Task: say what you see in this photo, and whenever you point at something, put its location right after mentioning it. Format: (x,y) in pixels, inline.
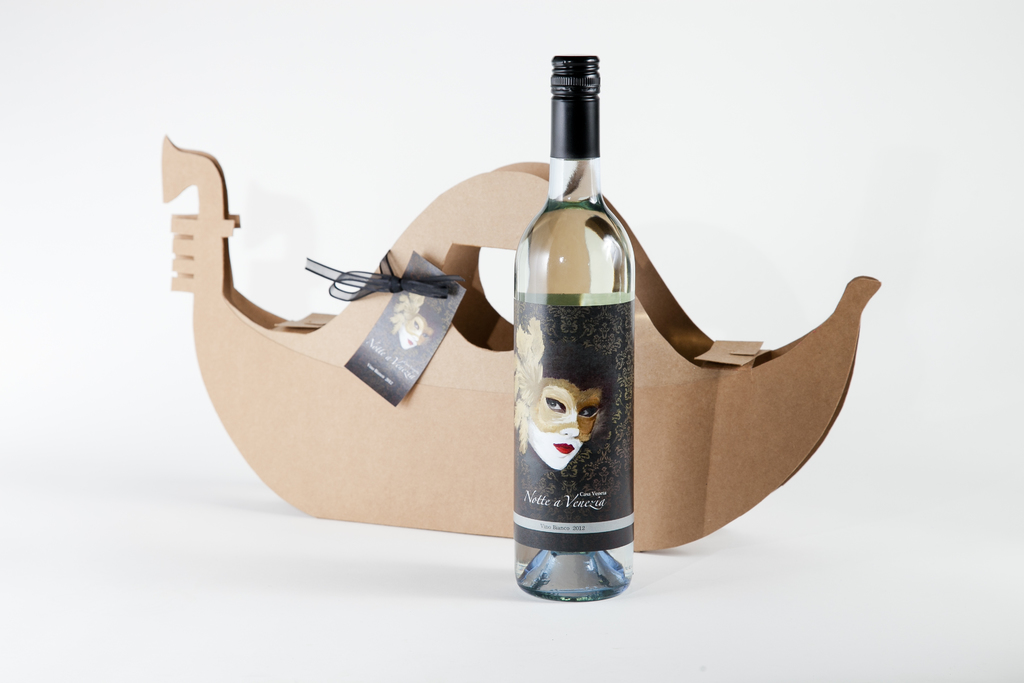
Here We can see a wine bottle (557,398) and a woman sticker (569,398) roll to the bottle (566,376). Behind the bottle (533,244) there is a boat shaped box (661,389).
